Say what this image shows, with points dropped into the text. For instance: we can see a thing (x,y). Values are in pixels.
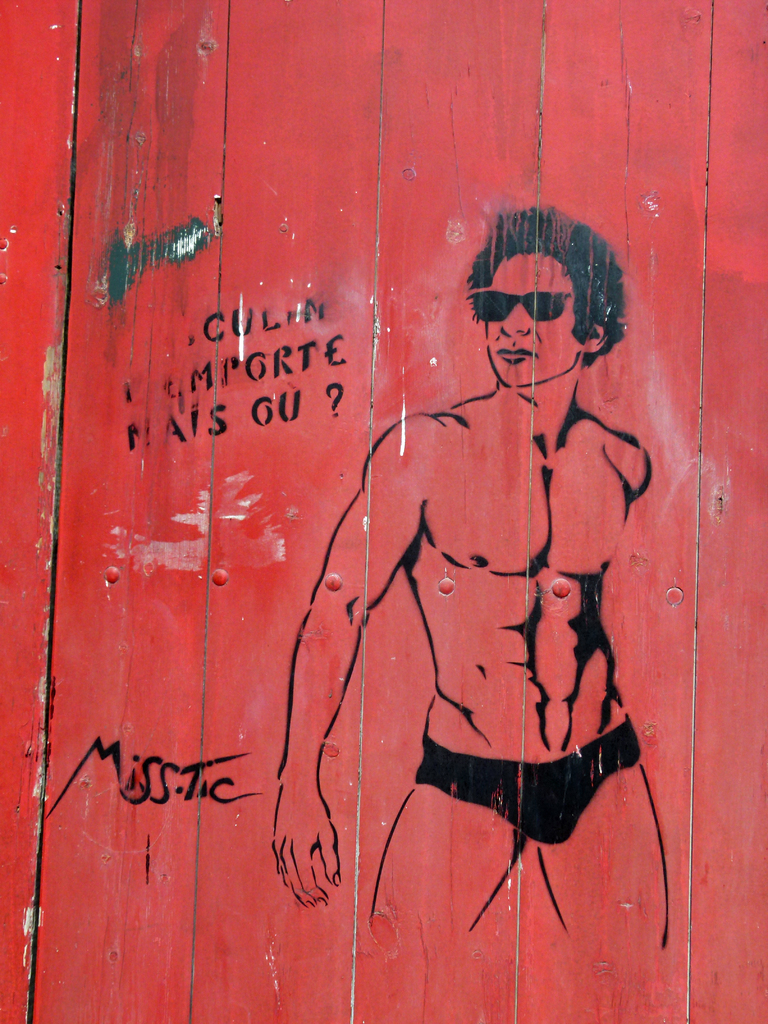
In this image there is a wooden wall (221,509), on the wall (318,722) there is some art (404,562) and some text (207,389).
